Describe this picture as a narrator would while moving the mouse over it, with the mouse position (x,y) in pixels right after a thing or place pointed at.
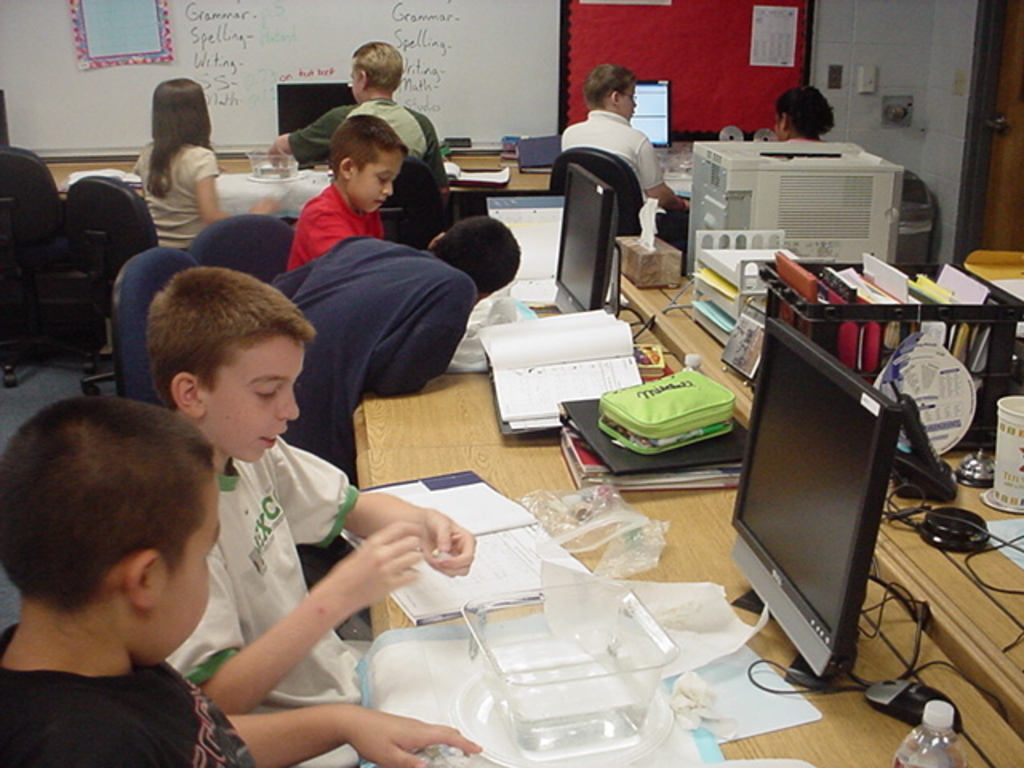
In this picture we can see a group of people (270,324) sitting on chairs (389,224) and in front of them we can see monitors (601,204), books (541,167), papers (614,356), plate (612,716), bowl (621,693), plastic covers (585,543), bottles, wires (989,535), telephone (930,495), printer (840,172) and some objects (706,297) on tables (671,360) and in the background (451,103) we can see a frame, board (659,63) on the wall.
